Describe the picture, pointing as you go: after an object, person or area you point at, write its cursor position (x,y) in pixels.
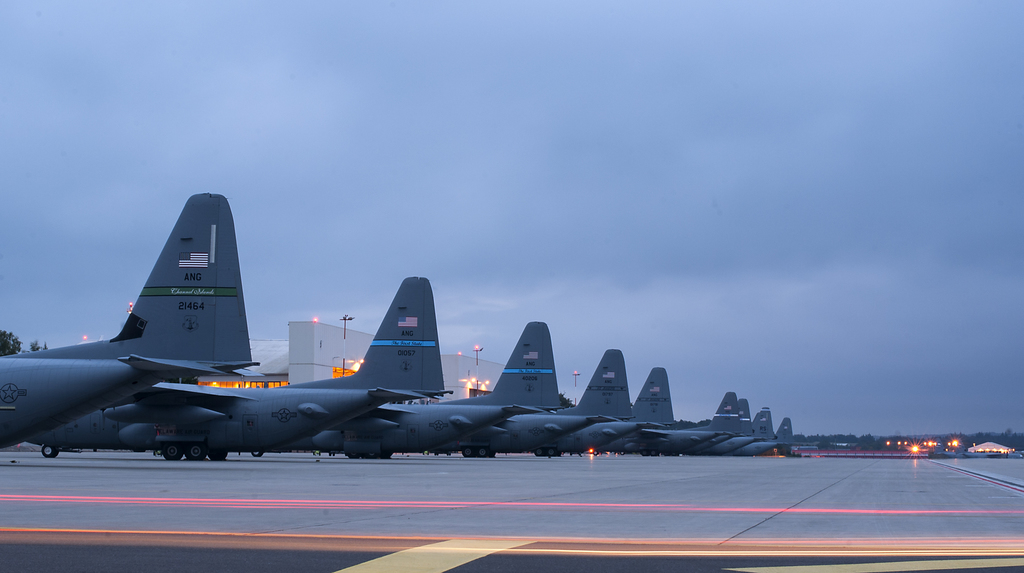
This picture is clicked outside. In the center (392,351) we can see the group of airplanes (547,433) are parked on the ground (848,487) and we can see the lights (935,444), tent (992,449), buildings (317,349), poles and many other objects (860,452). In the background (89,174) we can see the sky (357,142) and the trees (847,439).
